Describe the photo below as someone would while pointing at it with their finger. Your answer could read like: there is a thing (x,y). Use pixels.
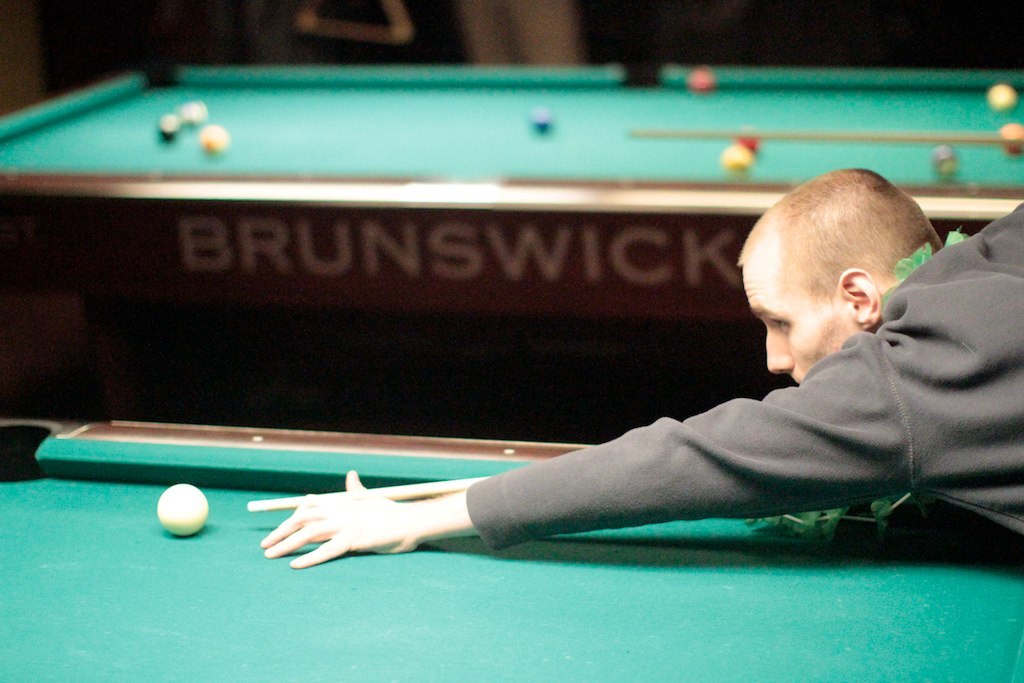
This is a picture of a man (862,370) who is playing the snooker game. The man (456,496) holding a stick (425,493) on the table (193,540) there is a white ball (170,510). Background of the man (818,297) there is other table (436,140) with lot of ball (741,144) and a stick (894,133).
